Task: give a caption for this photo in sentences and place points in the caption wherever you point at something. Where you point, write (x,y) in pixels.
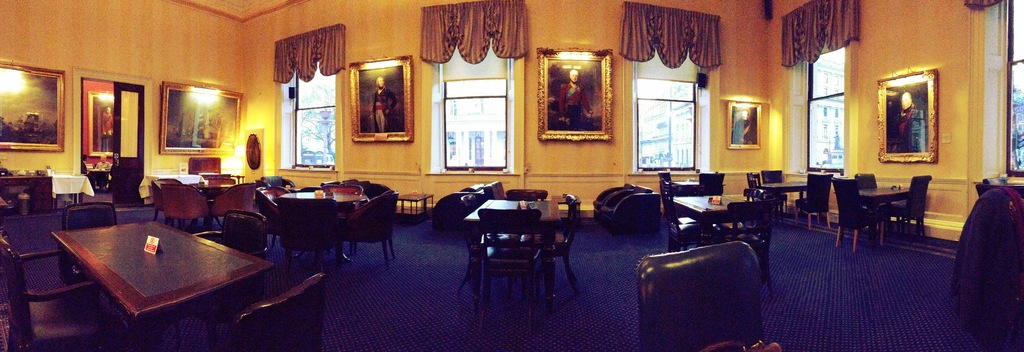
In this image I can see number of chairs (297,299) around the table (155,282) which are brown in color. I can see the blue colored floor (395,294). In the background (249,87) I can see the cream colored wall (170,46), few curtains (321,38), few photo frames (178,110) attached to the wall (158,87), few lights (204,91) and few windows (660,131) through which I can see few buildings (822,116) and a tree (317,119).
